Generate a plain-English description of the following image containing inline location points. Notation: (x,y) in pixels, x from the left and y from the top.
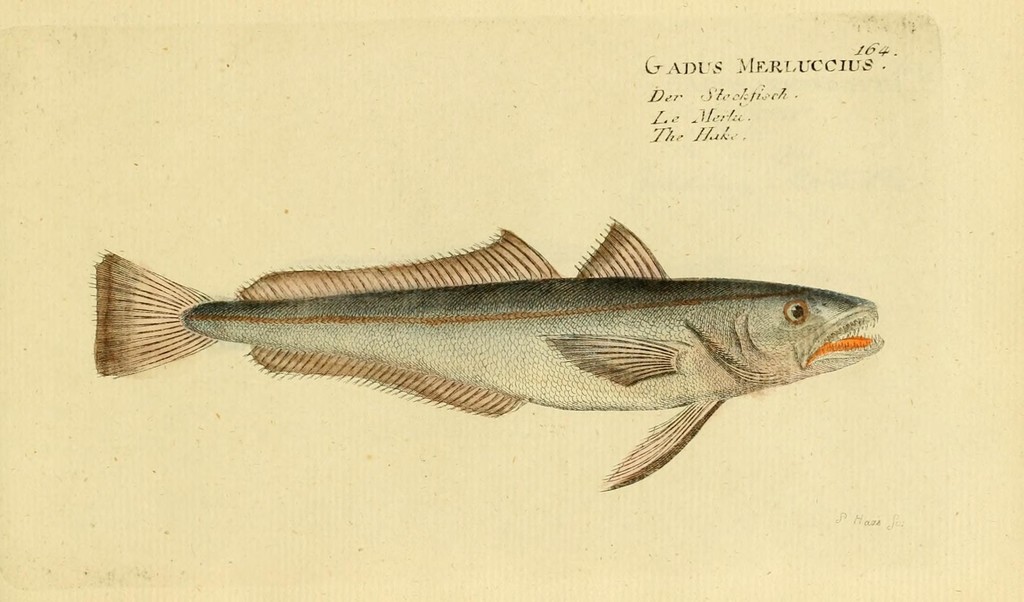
We can see painting (482,402) of a fish (664,344). In the top right of the image (719,113) we can see text (655,112).
